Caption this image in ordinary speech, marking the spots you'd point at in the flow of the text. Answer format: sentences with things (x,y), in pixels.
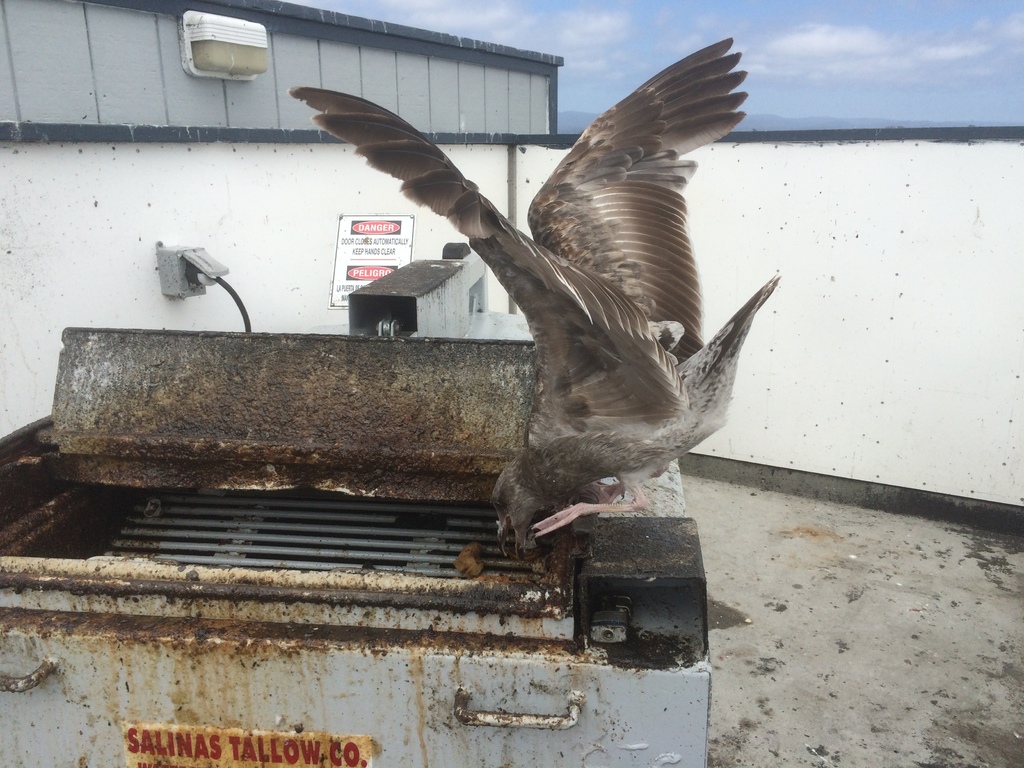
In this picture I can see a grill (14,434) and a bird (511,508) on it and I can see a board (388,250) on the wall (439,227) with some text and I can see a blue cloudy sky (1016,62) and I can see text (252,744) on the grill (227,698).
